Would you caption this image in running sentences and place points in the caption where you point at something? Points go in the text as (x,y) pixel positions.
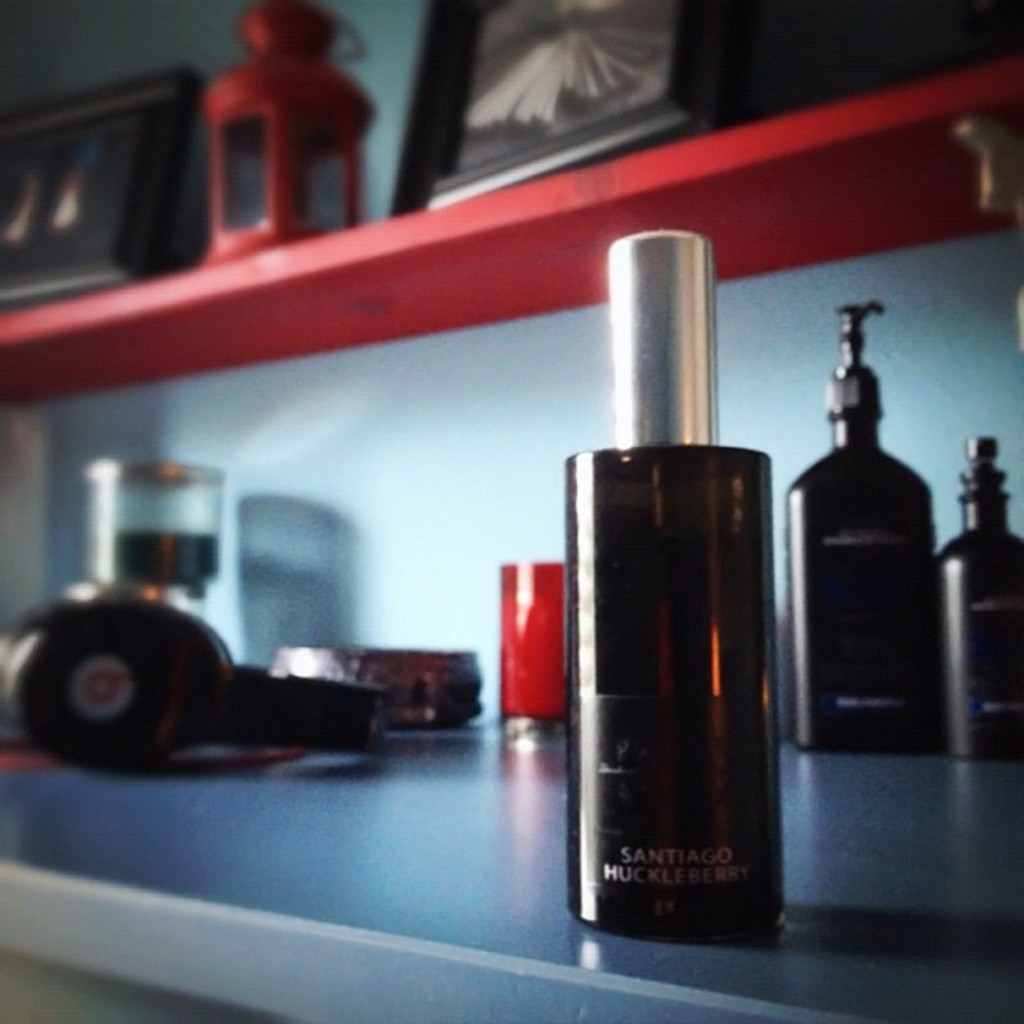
In this picture there is a close view of the perfume bottle (687,651) in the rack (298,865). Behind there is a headphones (102,643) and on the top (505,109) we can see photo frame (505,109) and red color lantern (258,184).
